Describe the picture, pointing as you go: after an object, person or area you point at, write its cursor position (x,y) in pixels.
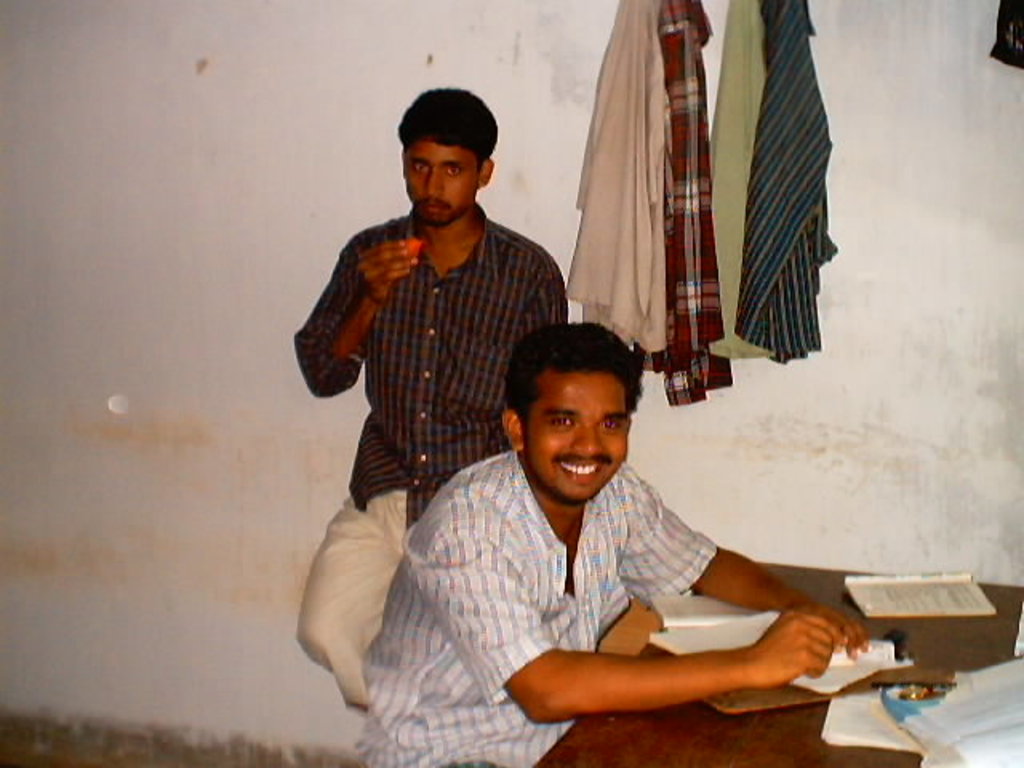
In the image we can see there are two men (468,476). A man (549,534) who is sitting and another man (456,206) is standing and in front of the man (801,658) there is table (928,658) on which there are books (930,609) and on the wall (711,73) there are shirts (720,198) hanging.
